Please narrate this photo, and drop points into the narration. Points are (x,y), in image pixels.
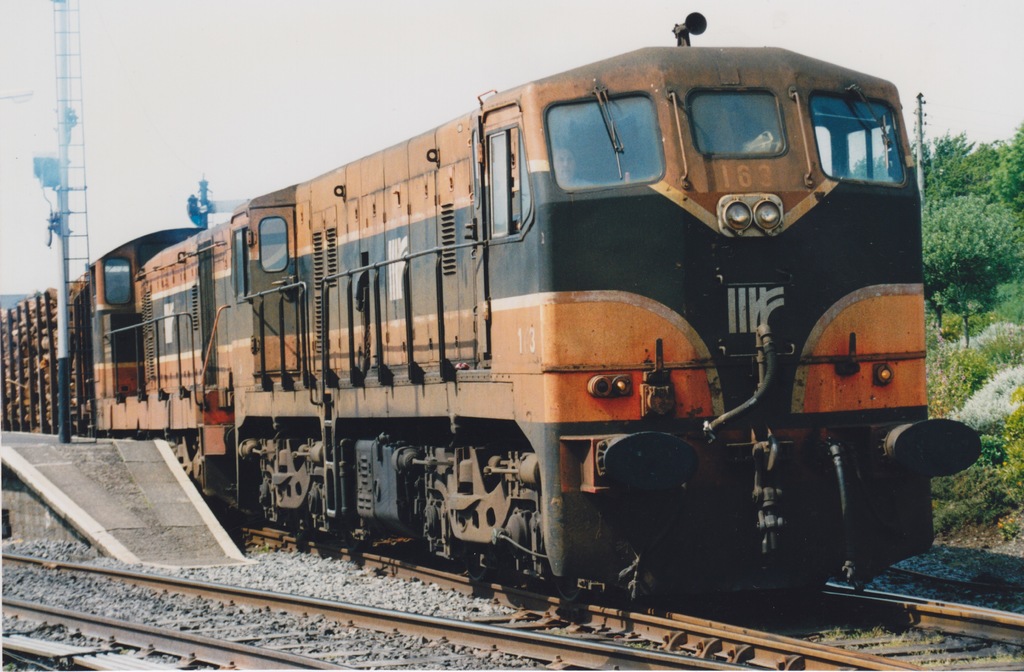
In this picture we can see two railway tracks (570,647) at the bottom (699,654), on the right side (1004,217) we can see trees (984,215) and plants (974,392), there is a train (460,471) traveling on the track (786,597), on the left side (64,211) there is a pole (64,211), we can see the sky (241,84) at the top of the picture (263,77), there are some stones (318,579) at the bottom (259,578).
